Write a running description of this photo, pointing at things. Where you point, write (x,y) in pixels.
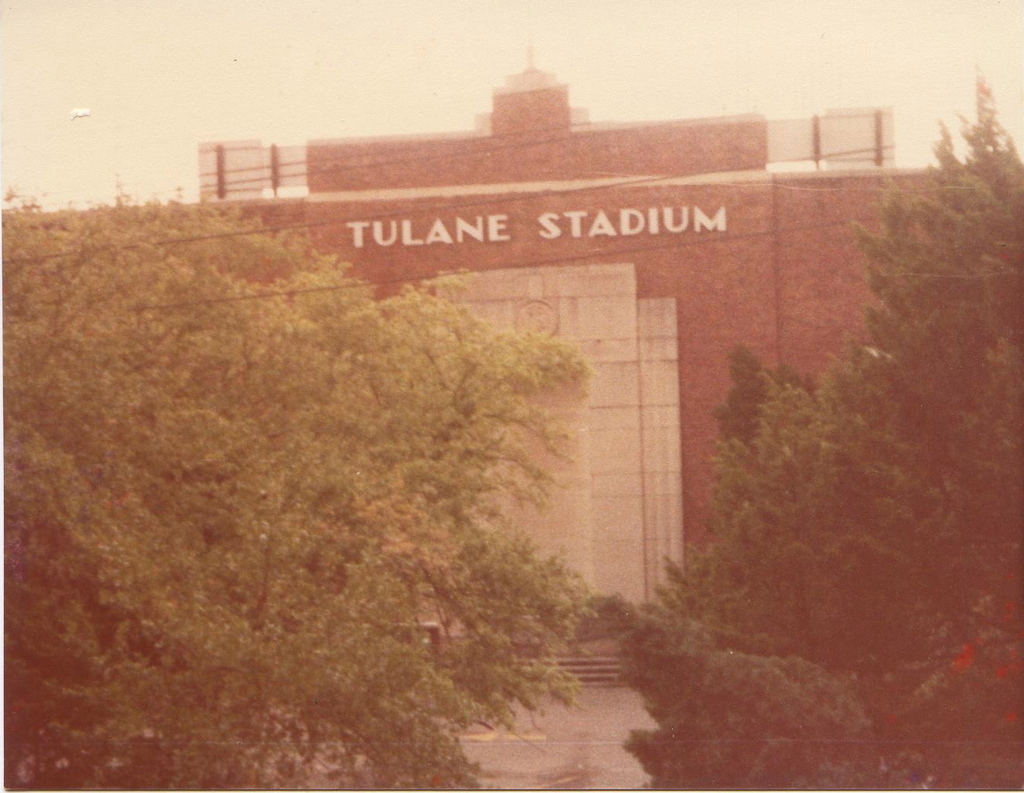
As we can see in the image there is a building (547,230) on which its written "TULANE STADIUM" and in front of it there are trees (790,613) and in front of the building (588,566) there is a road (563,734) on the ground (543,756).
